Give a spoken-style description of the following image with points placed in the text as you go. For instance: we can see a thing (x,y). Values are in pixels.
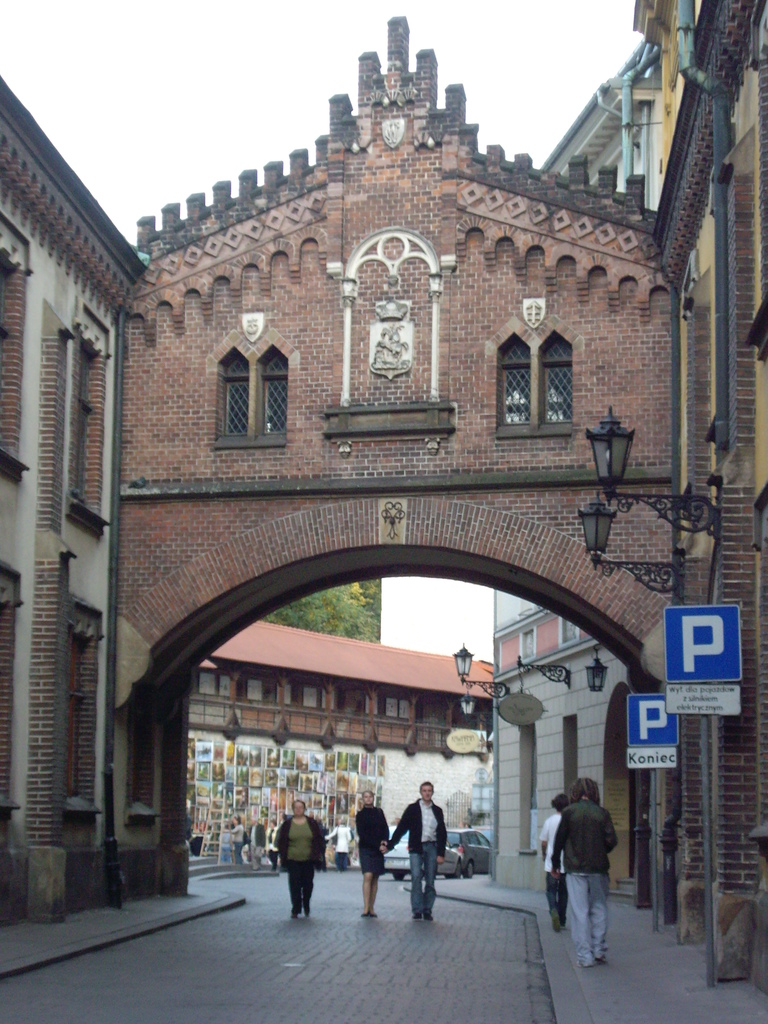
In this image we can see many people (416,852) walking. There are vehicles (460,837). Also there is a road (307,980). On the side of the road (434,946) there are sidewalks (681,954). There are sign boards (686,677) with poles (701,733). There are buildings (228,662) with windows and arch (365,509). And there are lamps (596,524) on the building (749,591). In the background (165,98) there is sky (178,37).
